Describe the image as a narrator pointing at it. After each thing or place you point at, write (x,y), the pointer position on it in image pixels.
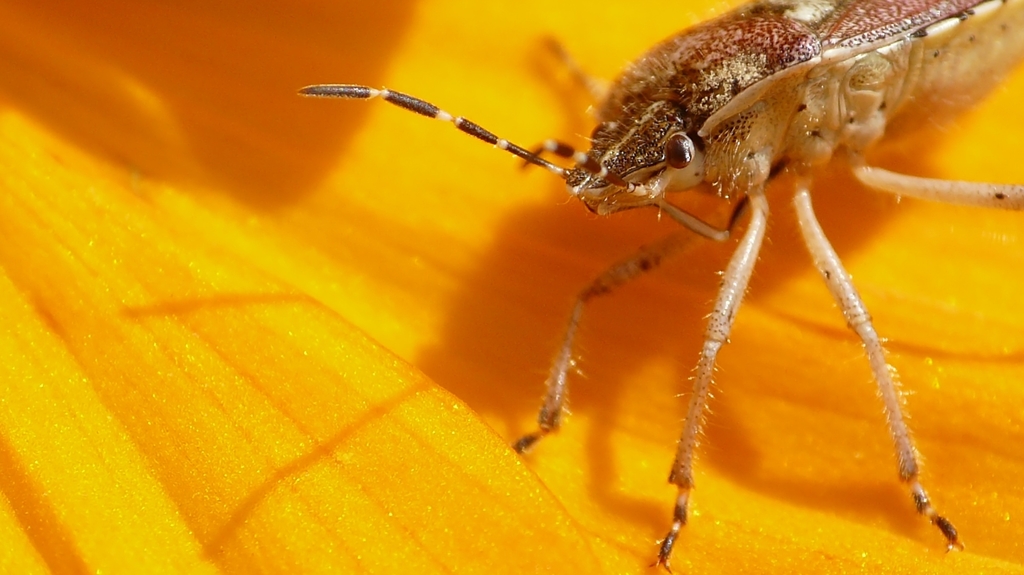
In this picture we can see an insect (920,18) on a flower (288,280).
